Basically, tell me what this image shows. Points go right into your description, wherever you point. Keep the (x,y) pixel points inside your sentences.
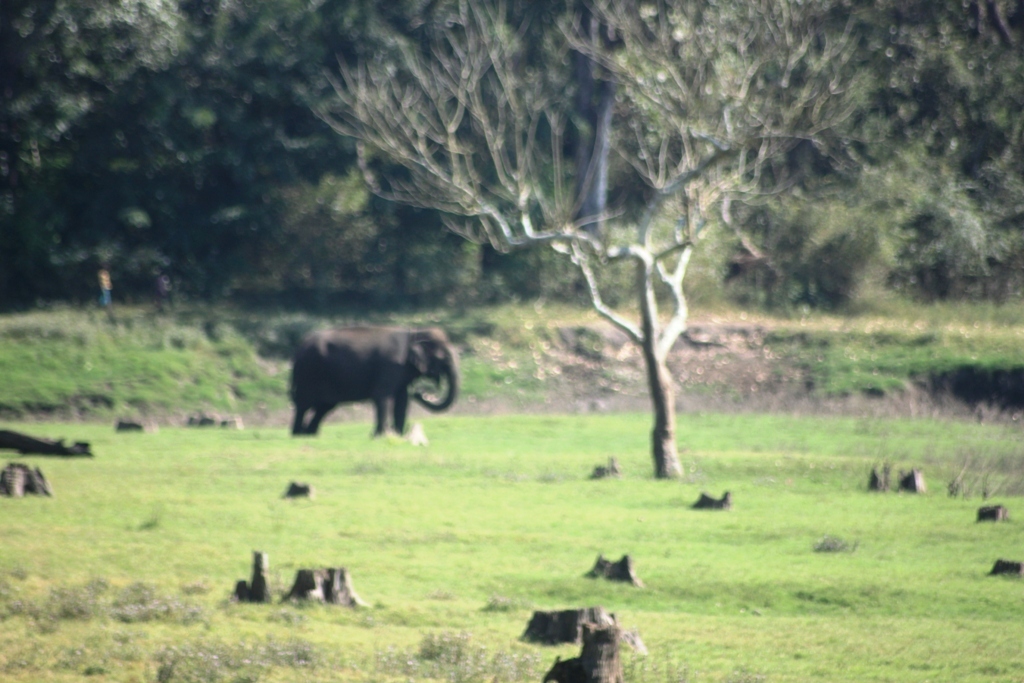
In this image we can see grassy land (730,599). In the background (318,388), we can see an elephant (423,348) and trees (508,239).
